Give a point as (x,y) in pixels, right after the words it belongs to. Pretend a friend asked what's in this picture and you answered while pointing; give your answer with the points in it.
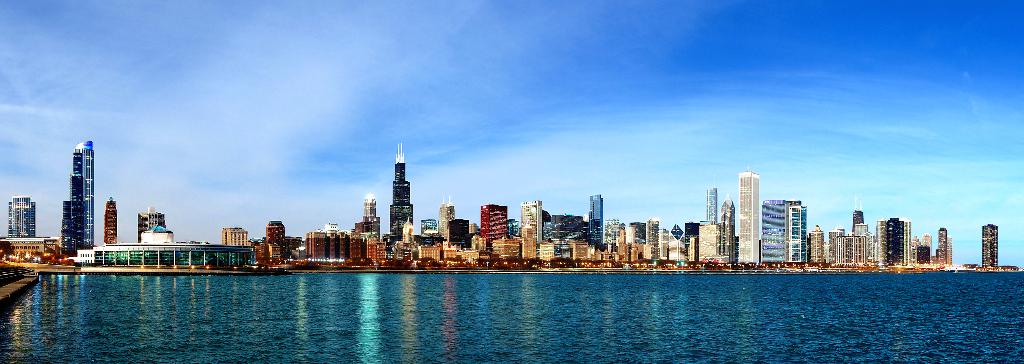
In this image we can see few buildings (414,248), water (78,359) in front of the buildings (776,253) and the sky (722,99) in the background (509,92).
